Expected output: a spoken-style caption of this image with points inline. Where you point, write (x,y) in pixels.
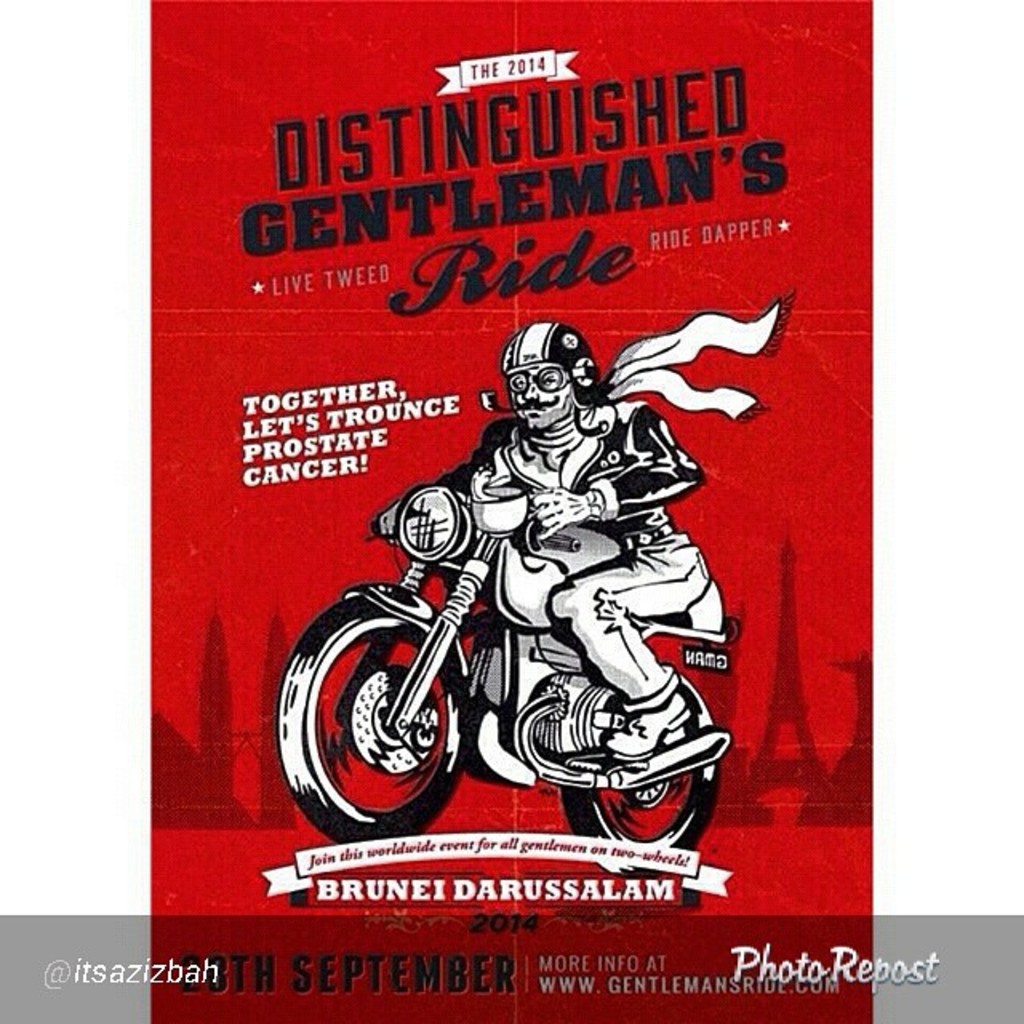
In the image there is a poster (570,600) and there is a picture (578,513) of a man (525,475) riding a bike (308,737), the background of the man (584,500) is in red color and on the red color background (429,178) there is some text (700,192).
